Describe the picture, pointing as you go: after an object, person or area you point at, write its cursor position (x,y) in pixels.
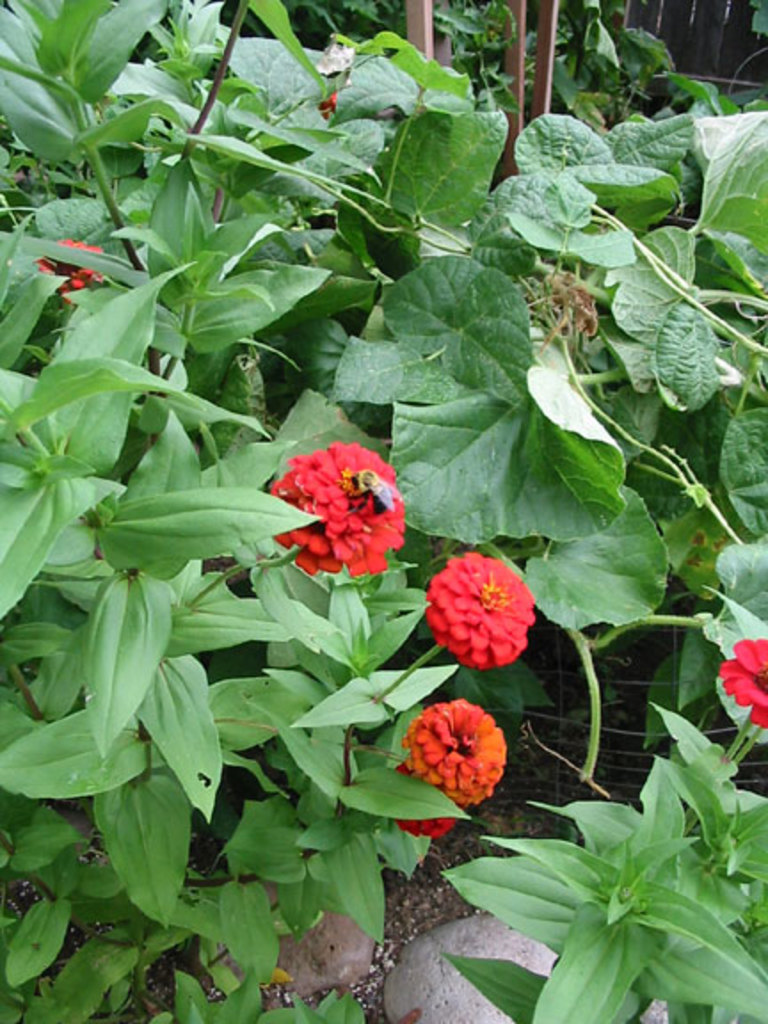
In this picture we can see plants (373,450) with flowers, stones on the ground (416,880), fences (690,58) and sticks (545,79).
